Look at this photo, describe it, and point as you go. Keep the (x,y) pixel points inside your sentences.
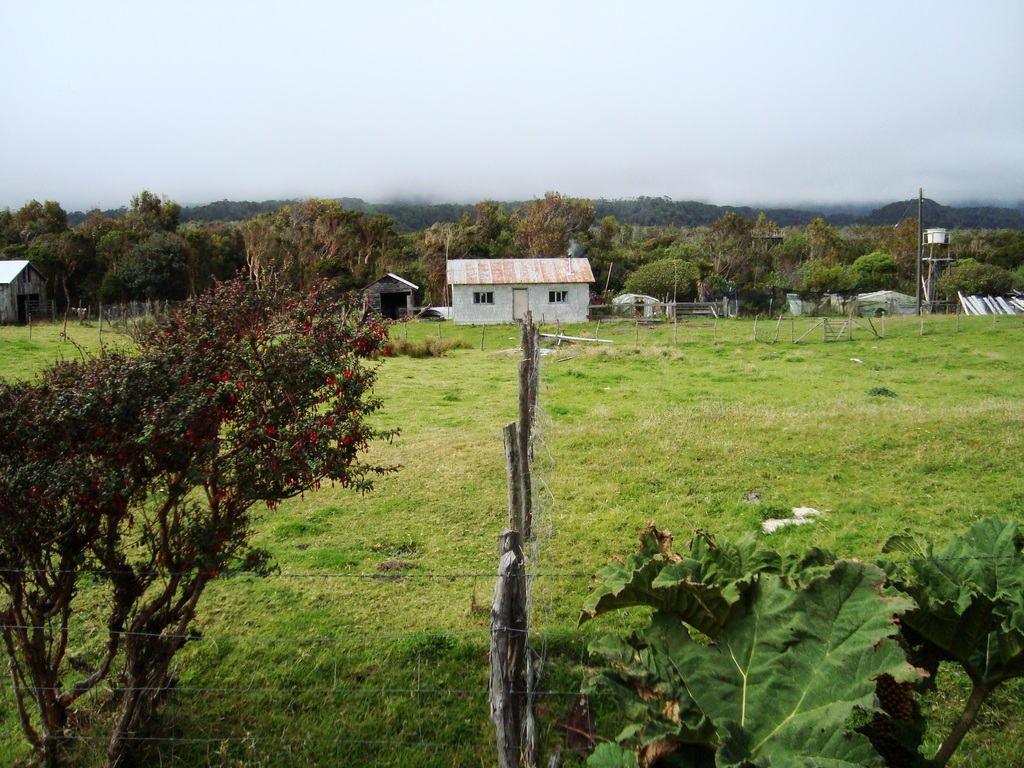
In the picture I can see trees (275,265), houses (459,320), fence (537,339), the grass (637,477) and poles (500,541). In the background (499,107) I can see the sky (494,76).
